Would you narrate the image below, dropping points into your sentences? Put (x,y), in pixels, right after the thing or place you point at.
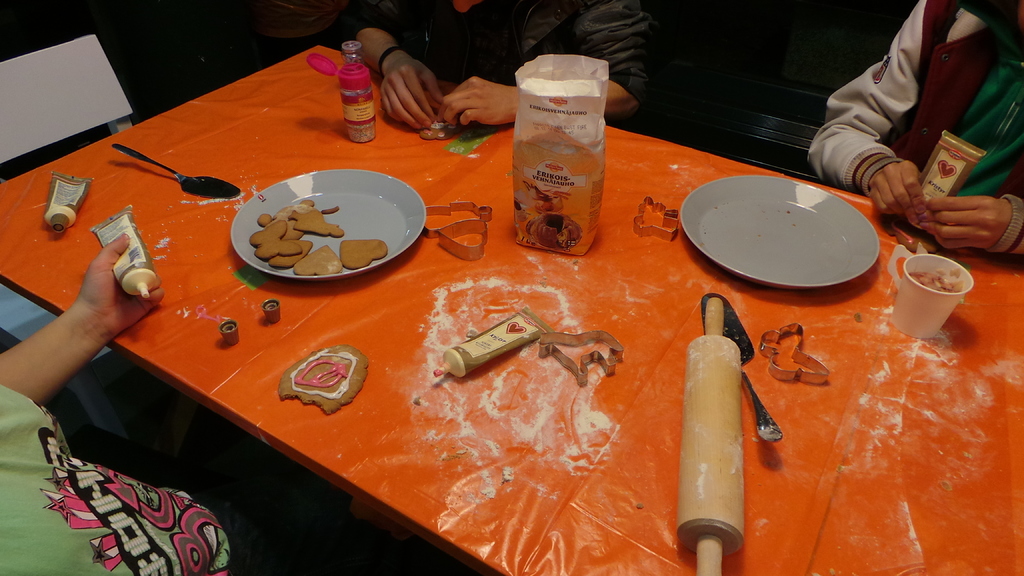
In this image I see 3 persons (960,22) and all of them are sitting in front of a table (228,419). On the table (999,264) I see few things (796,374) on it.
